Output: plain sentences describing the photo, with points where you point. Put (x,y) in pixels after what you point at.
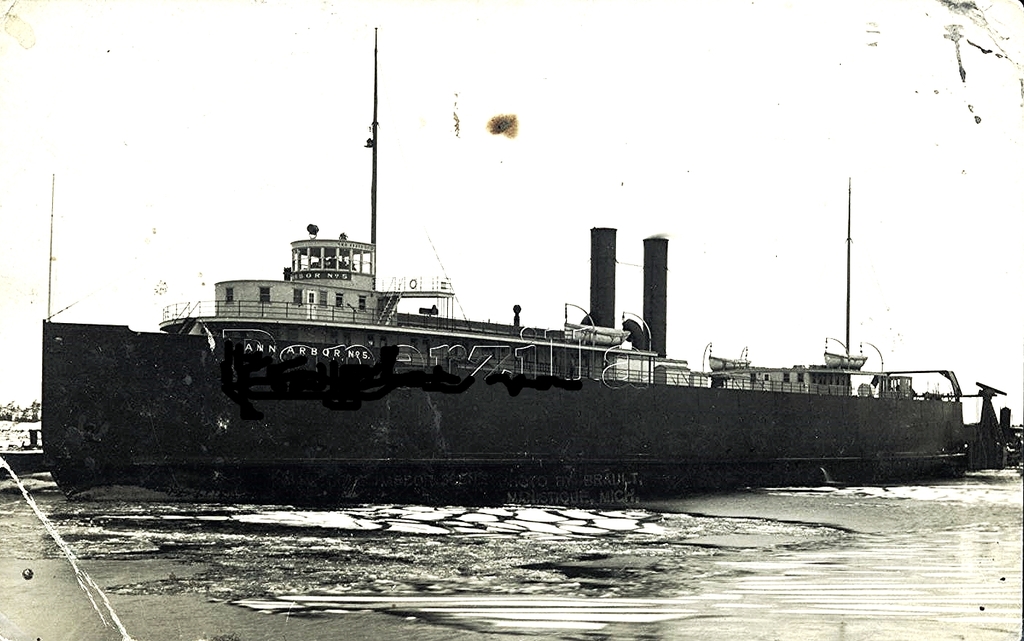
In this image in the middle (527,396) there is a ship (533,355) and at the bottom (444,569) there is a water (929,533) and background (798,80) is the sky (798,125).
